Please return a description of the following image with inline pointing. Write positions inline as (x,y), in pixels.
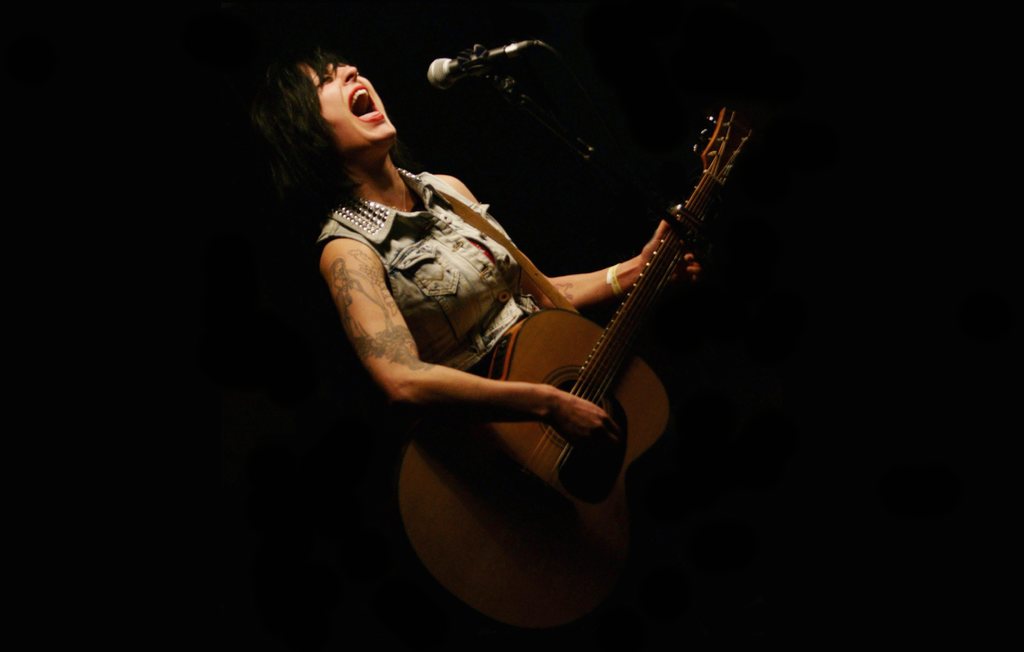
In this Image I see a woman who is in front of the mic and she is holding a guitar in her hands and It is dark in the background (1016,585).
